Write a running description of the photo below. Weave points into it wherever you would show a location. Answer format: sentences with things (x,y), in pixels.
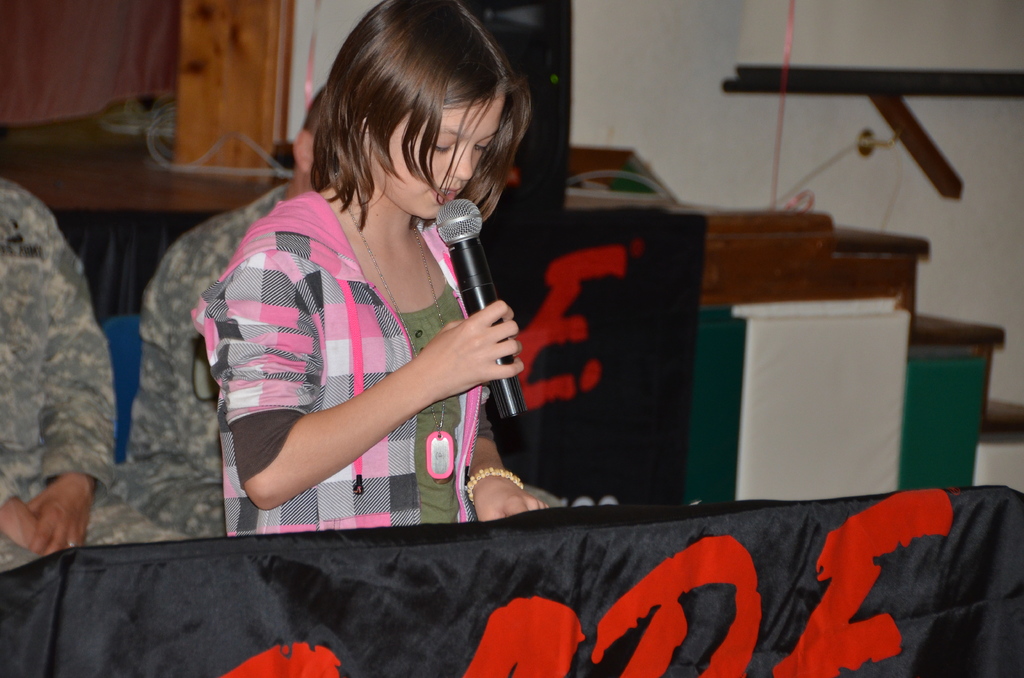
In this image we can see three people (316,267), in the middle of the image (354,308) a girl (354,308) is standing and talking with the help of microphone (450,213) in the background (161,313) we can see two people (72,329) are seated on the chair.
